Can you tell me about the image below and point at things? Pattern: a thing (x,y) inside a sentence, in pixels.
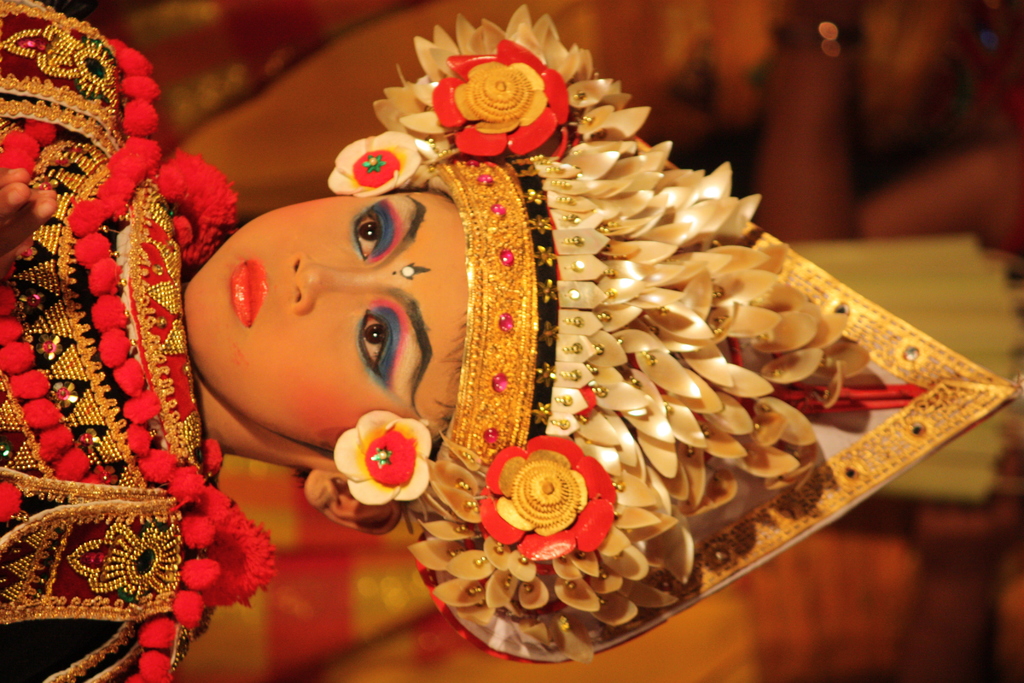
In this picture I can see a girl (377,479) is wearing a fancy dress (33,85) and I can see she is wearing a fancy cap (594,339) on her head (423,236) and I can see blurry background (863,654).
